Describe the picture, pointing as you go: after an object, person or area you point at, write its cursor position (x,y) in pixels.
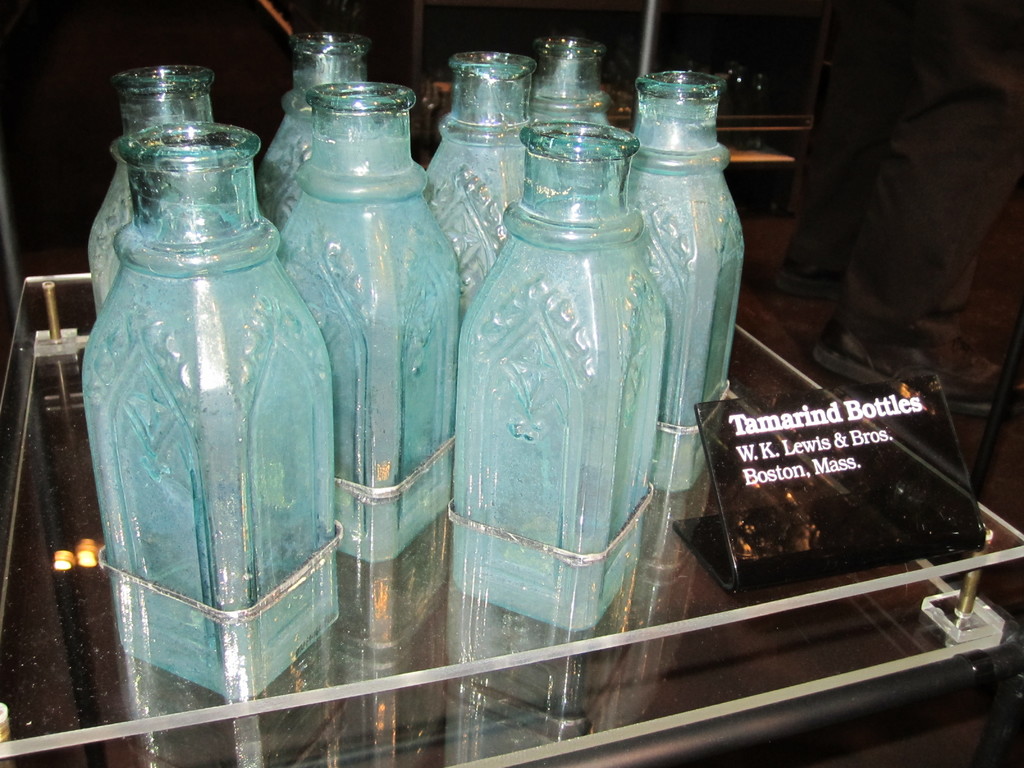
In this image we can see few bottles (412,435) and a board (890,484) with text (842,446) in front of the bottles (461,305) on the glass table (714,620) and beside the table (746,642) we can see person's legs (872,245).
